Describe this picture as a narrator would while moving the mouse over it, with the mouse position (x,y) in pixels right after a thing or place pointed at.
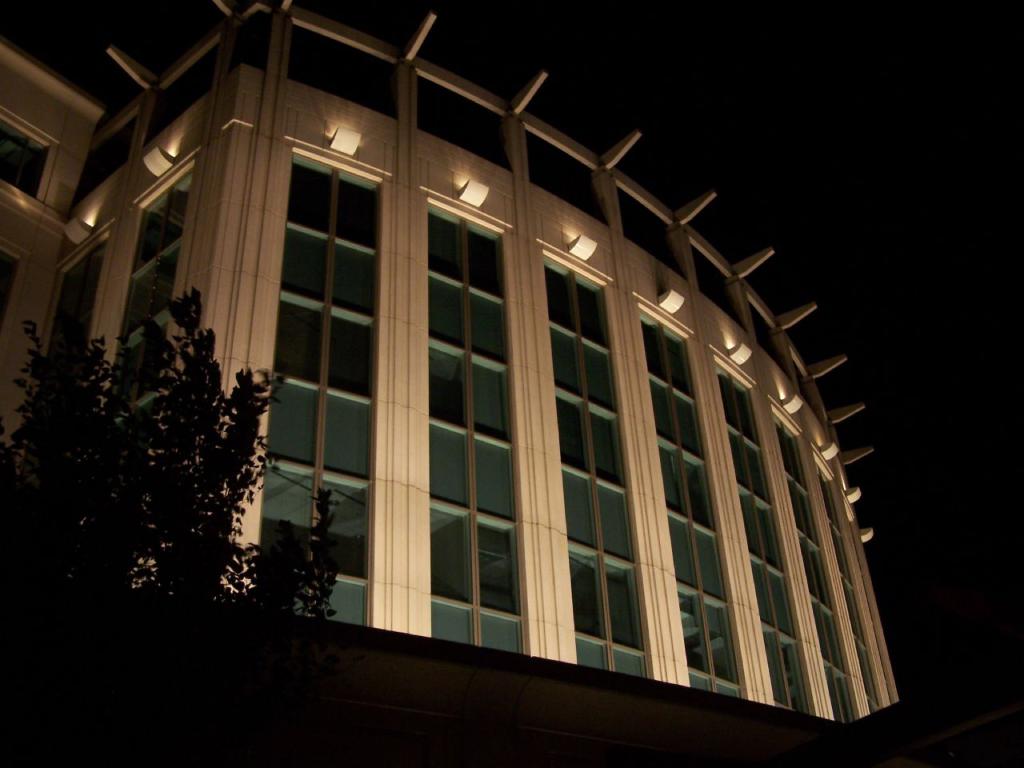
In this image I can see few plants (186,682), background (456,377) I can see the building (408,364) in white color and I can also see few glass windows (316,438), lights (346,135) and the sky (665,123) is in black color.
